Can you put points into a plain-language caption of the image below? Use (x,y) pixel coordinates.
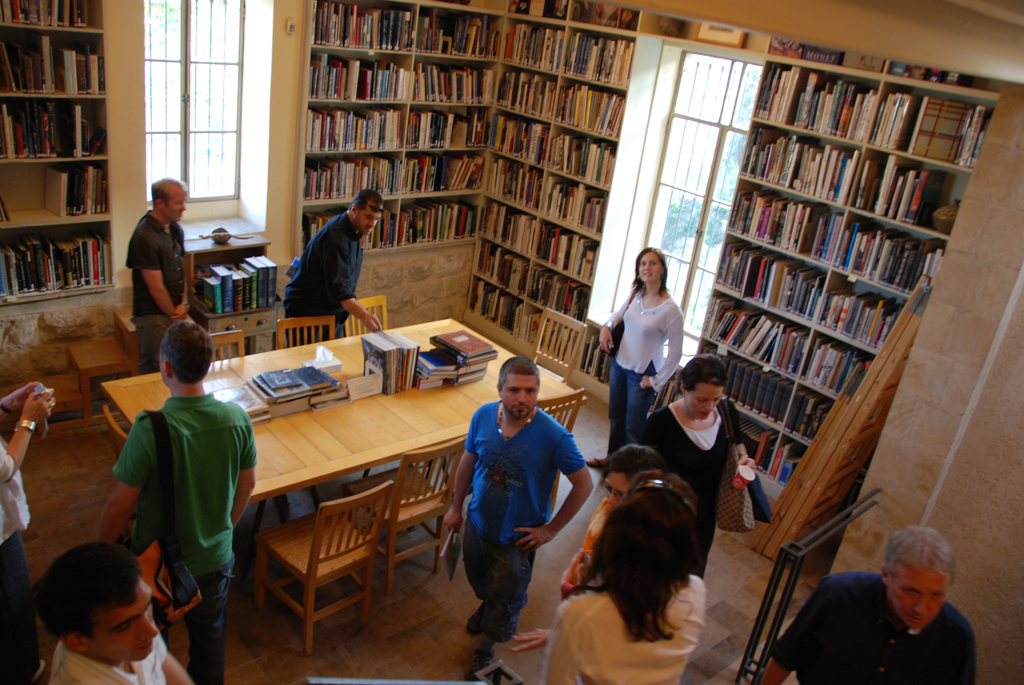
There are people (159,222) standing in a library (364,675). In the background (835,149) there are books (450,125) placed in shelves (816,138) in between the shelves (706,323) there is a window (673,214). Behind a man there a shelf (203,290) which has some books (234,310). The man (205,605) in green shirt (196,504) is wearing a bag (188,589). There is a table (263,431). There are chairs (440,519). There are many books (452,373) placed on a table (366,405).
